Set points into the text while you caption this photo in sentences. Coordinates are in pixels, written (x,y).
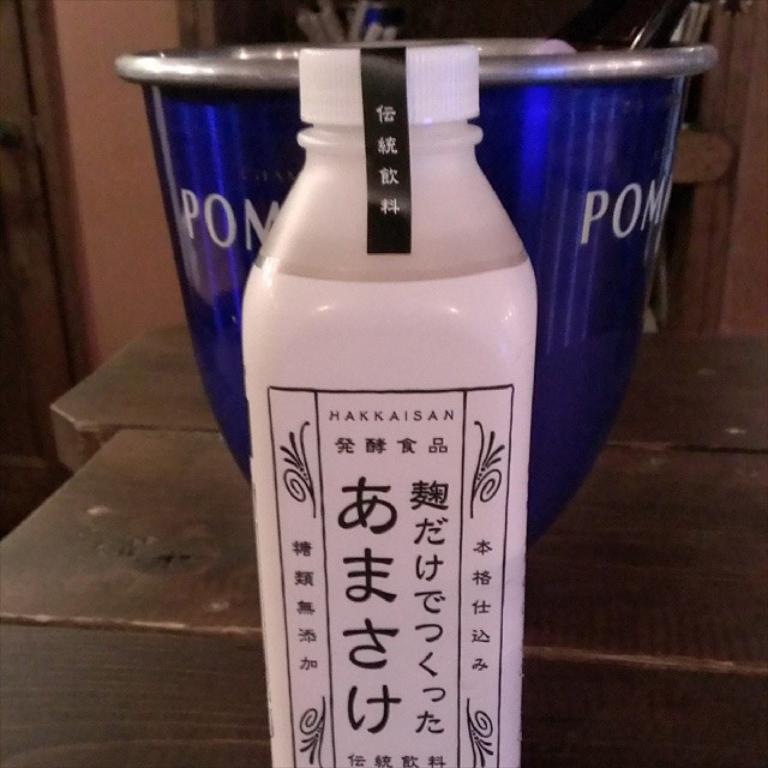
In this image, There is a table (625,610) which is in black color on that table (69,557) in the middle (425,497) there is a bottle (432,526) which is in white color, In the background (560,229) there is a cup (560,229) which is in blue color.
